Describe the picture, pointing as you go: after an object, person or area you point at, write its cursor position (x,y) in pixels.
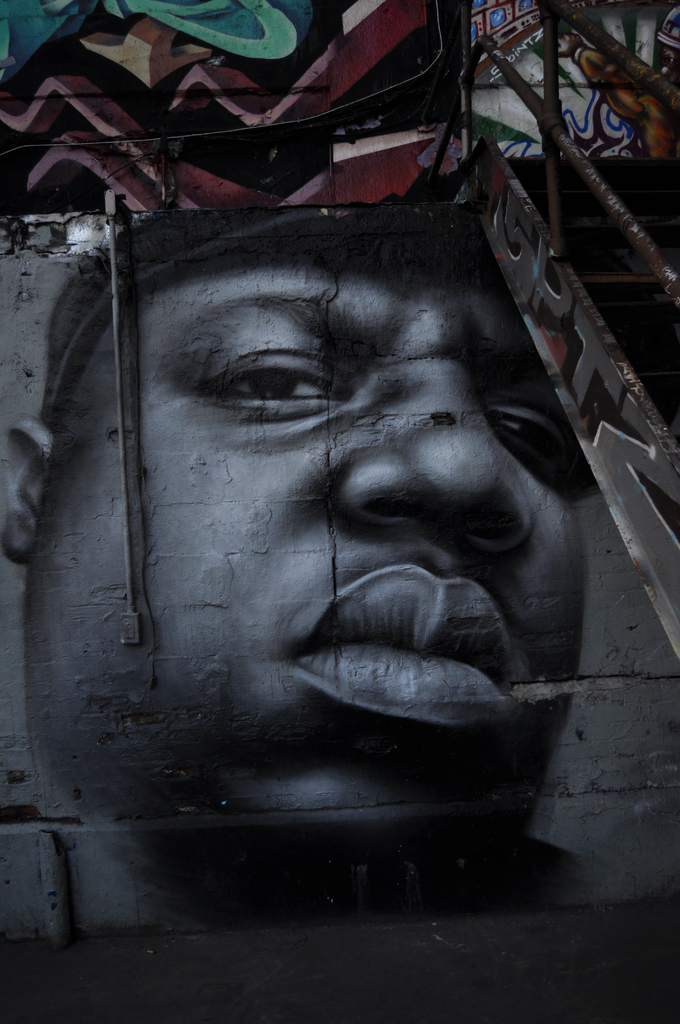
It is a painted mural (518,366) of a man (286,424), on the right side (673,83) it is a metal staircase (667,285).
